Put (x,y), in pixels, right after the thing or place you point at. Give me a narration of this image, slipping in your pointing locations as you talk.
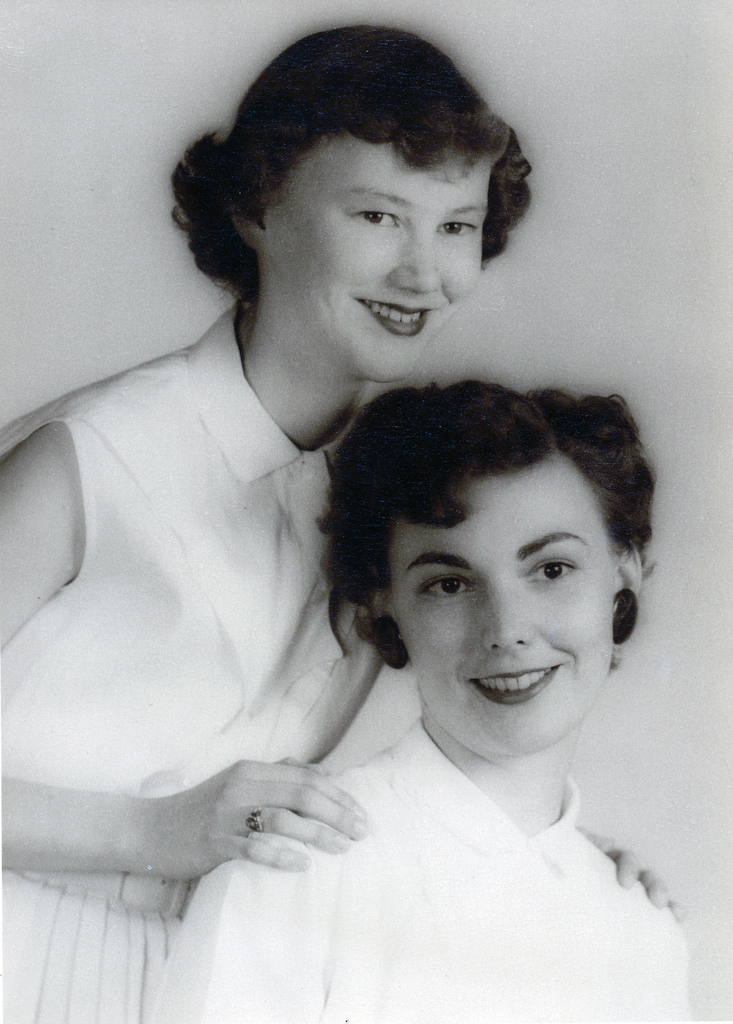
This is a black and white image where we can see two women (362,490) are smiling.
